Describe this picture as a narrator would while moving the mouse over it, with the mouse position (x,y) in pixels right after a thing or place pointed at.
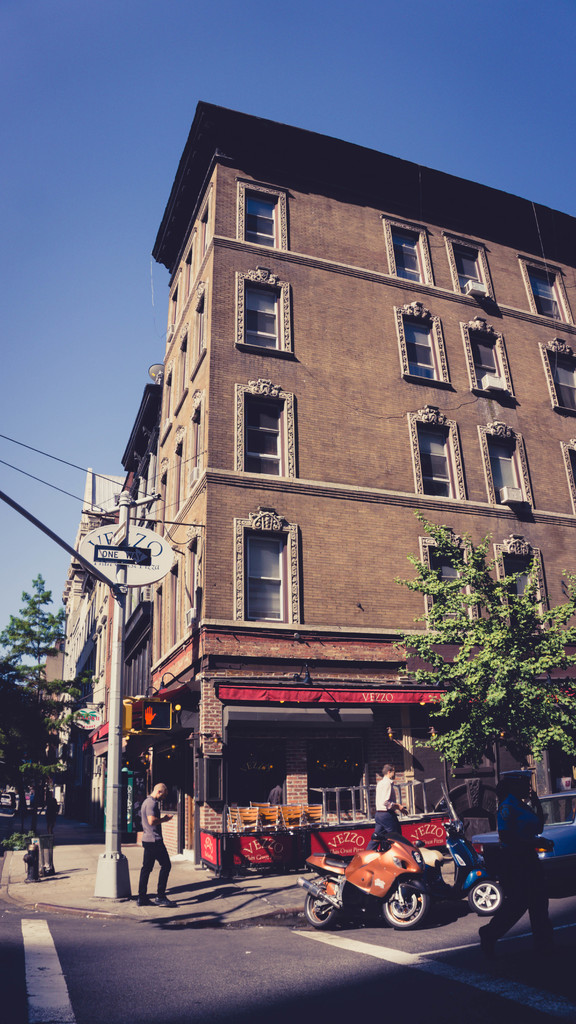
There are vehicles (419,843) parked and a person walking on the road (436,927) on which, there are white color lines (27,943). In the background (153,840), there are persons (146,833), a pole (117,764), tree (42,625) on the footpath (136,854), there are buildings (273,423) and there is blue sky (81,133).
